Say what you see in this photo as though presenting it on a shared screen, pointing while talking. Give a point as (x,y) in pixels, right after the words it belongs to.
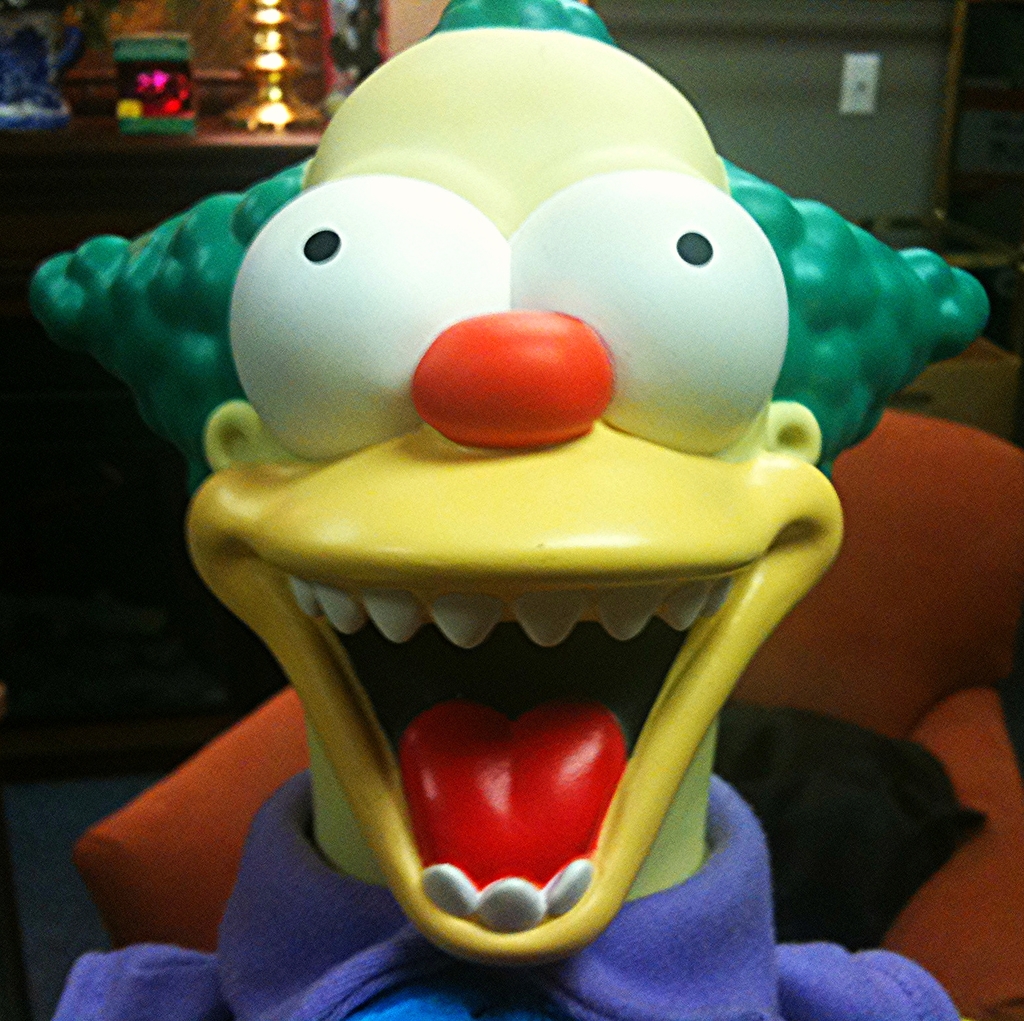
In this image in front (274,984) there is a toy (472,860). Behind the toy (466,953) there is a chair (952,918). On top of it there is a pillow (882,886). In the background of the image (256,173) there is a table (256,173). On top of it there are some objects (188,43). There is a wall (809,158).
